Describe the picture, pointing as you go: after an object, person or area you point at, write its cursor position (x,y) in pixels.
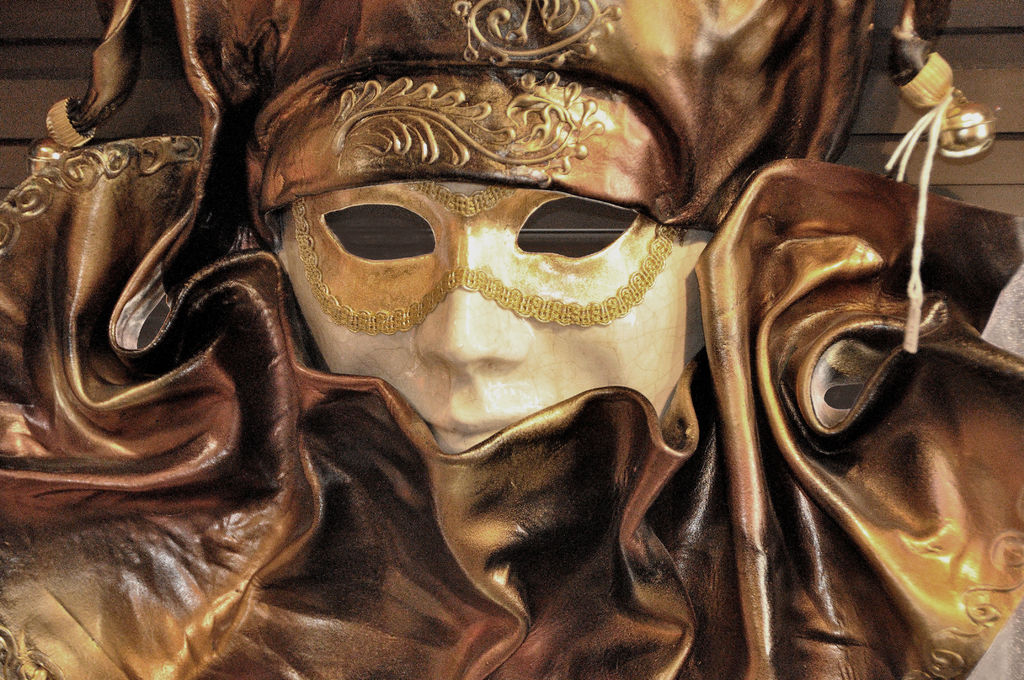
In this picture there is a mask (724,262) in the center of the image (640,314), which is brown in color.
